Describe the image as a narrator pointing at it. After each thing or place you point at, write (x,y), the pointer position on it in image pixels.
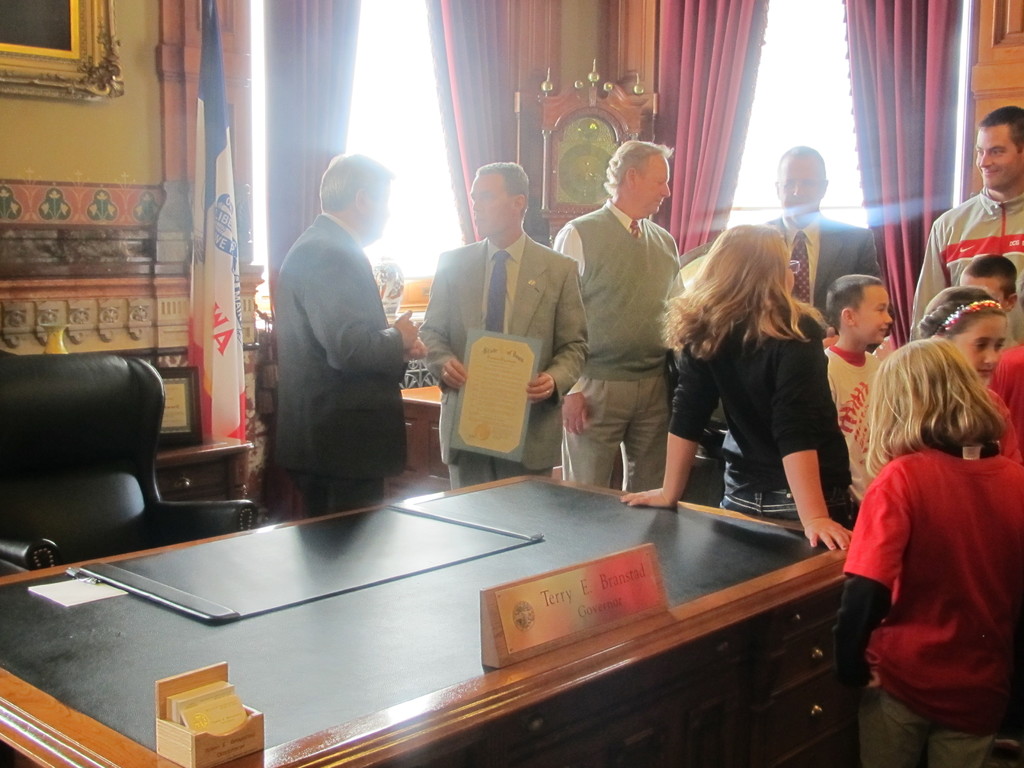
In the image there are few people (676,327) stood talking and smiling, in the back of them there is a table (525,512). this looks like a office room (485,43).
